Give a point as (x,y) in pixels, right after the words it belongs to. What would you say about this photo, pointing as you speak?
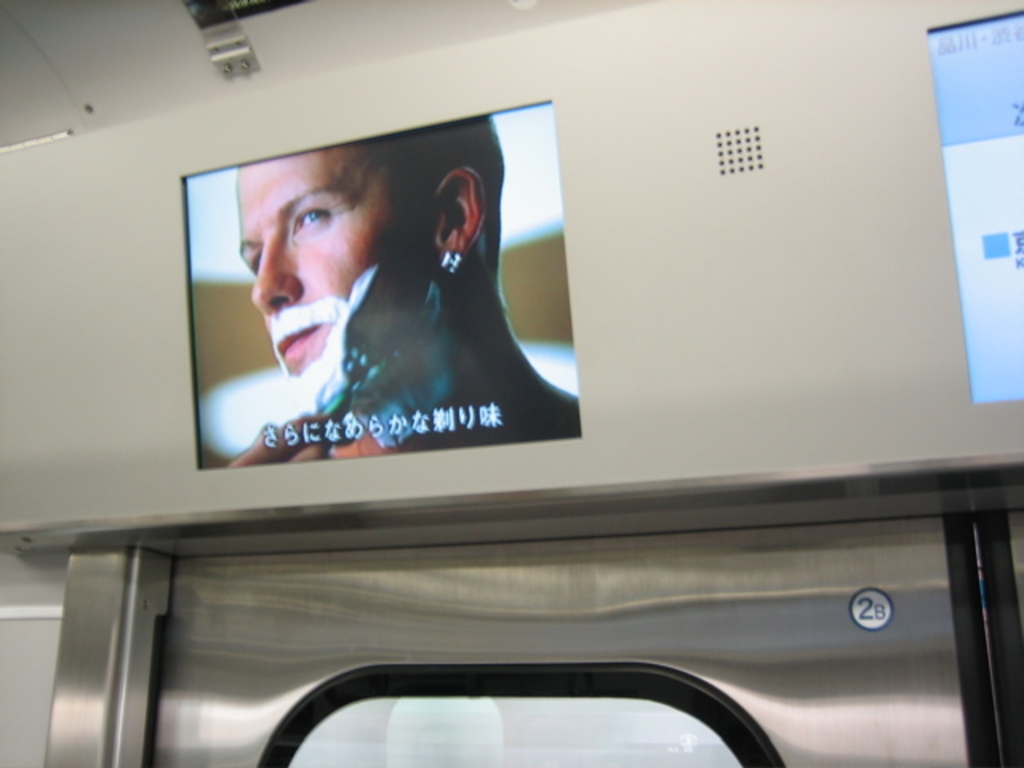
This picture seems to be clicked inside the room (331,2). In the foreground (931,702) we can see the metal objects (401,633). In the center (540,278) we can see an object (439,208) seems to be the electronic device (401,217) and we can see the picture (411,237) of a person (431,239) and the text (439,415) on the display (344,168) of the device (301,216). On the right corner (961,76) there is another object (977,229).
